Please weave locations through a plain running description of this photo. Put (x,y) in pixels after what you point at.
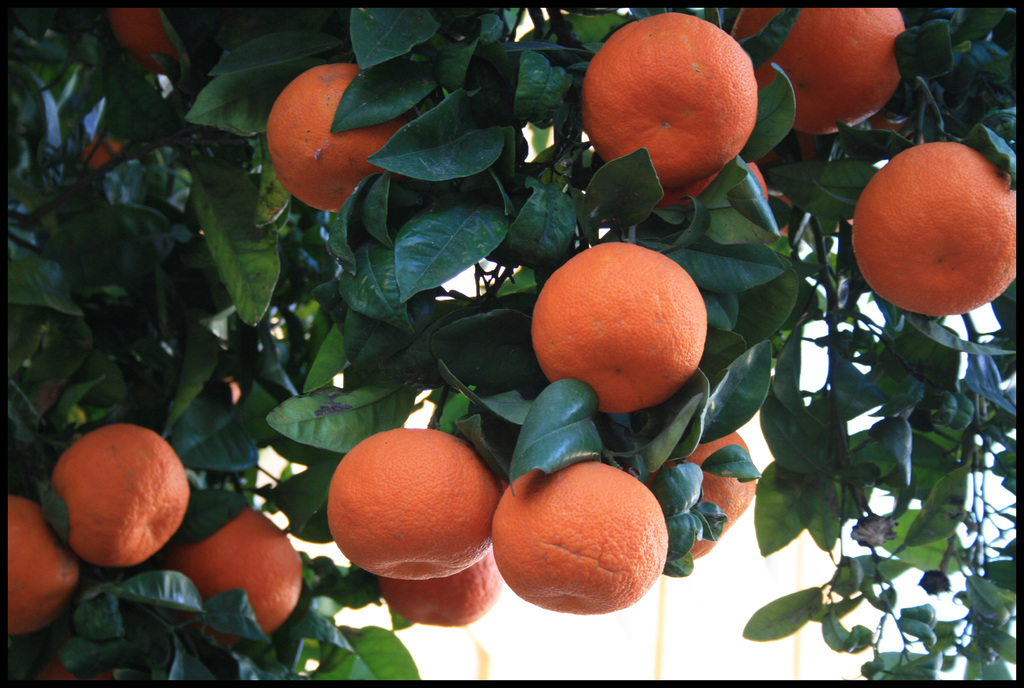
There is a tree (136,320), which is having orange fruits (676,134), which are in orange color. In the background (681,639), there is a white wall (694,645).
